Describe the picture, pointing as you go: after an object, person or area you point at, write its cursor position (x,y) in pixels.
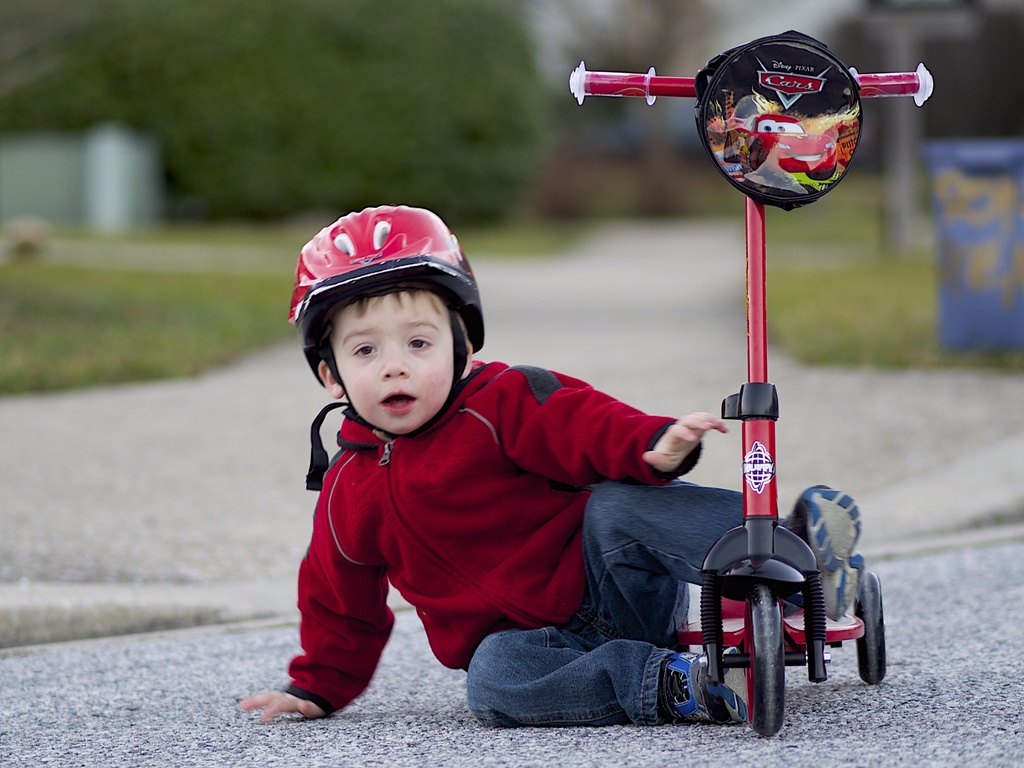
In the image in the center (525,385) we can see one kid (462,562) wearing helmet (445,273) and red color jacket (473,505) and we can see one tricycle (757,538), which is in red and black color. In the background (272,142) we can see trees (272,142), plants (504,114), road (628,310), poles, dustbin (1004,240) etc.
